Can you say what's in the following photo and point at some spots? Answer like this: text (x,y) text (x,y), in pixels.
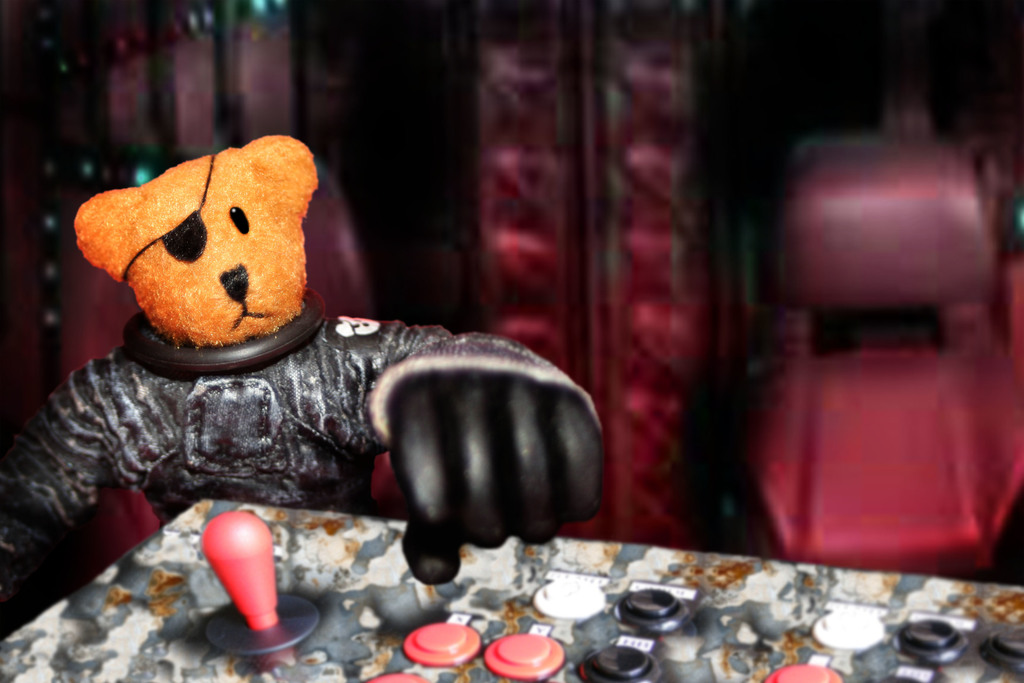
In this image, at the left side (279,191) there is a brown color teddy bear head (266,323), at the right side (854,402) background there is a red color chair (959,453).
